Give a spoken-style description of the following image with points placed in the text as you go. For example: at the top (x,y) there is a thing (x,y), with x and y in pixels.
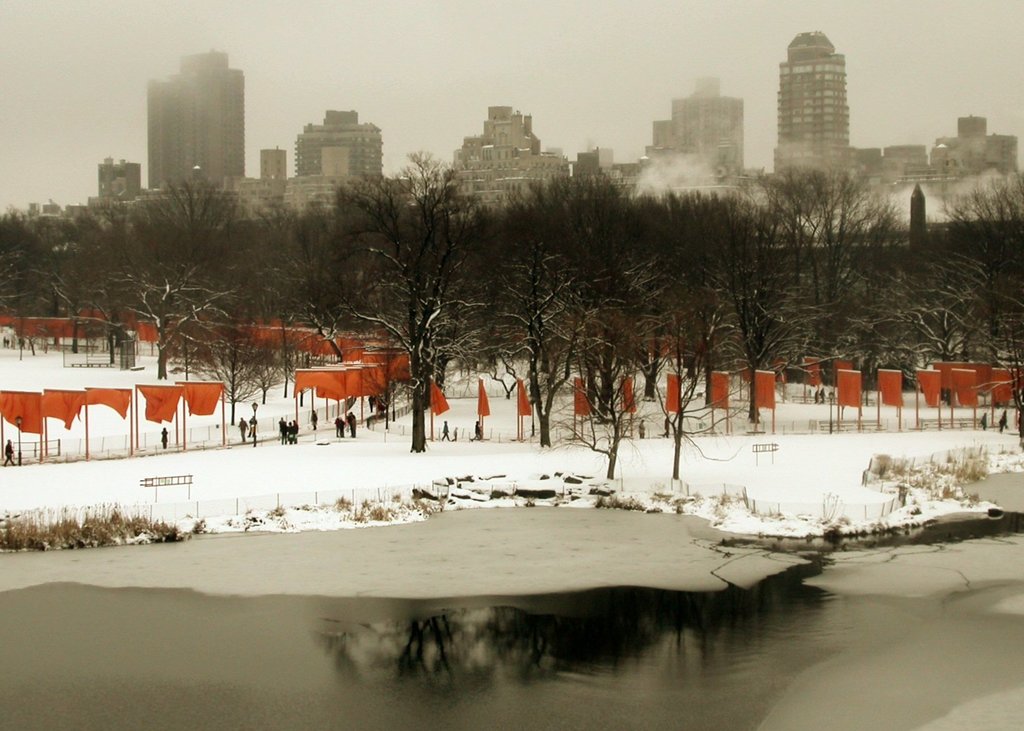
An outdoor picture. Far there are number of bare trees (436,263). Land (646,448) is covered with snow (264,483). Flags (965,383) are line by line. Front there is a freshwater river (487,596). Far there are number of buildings (336,194). Persons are standing.
